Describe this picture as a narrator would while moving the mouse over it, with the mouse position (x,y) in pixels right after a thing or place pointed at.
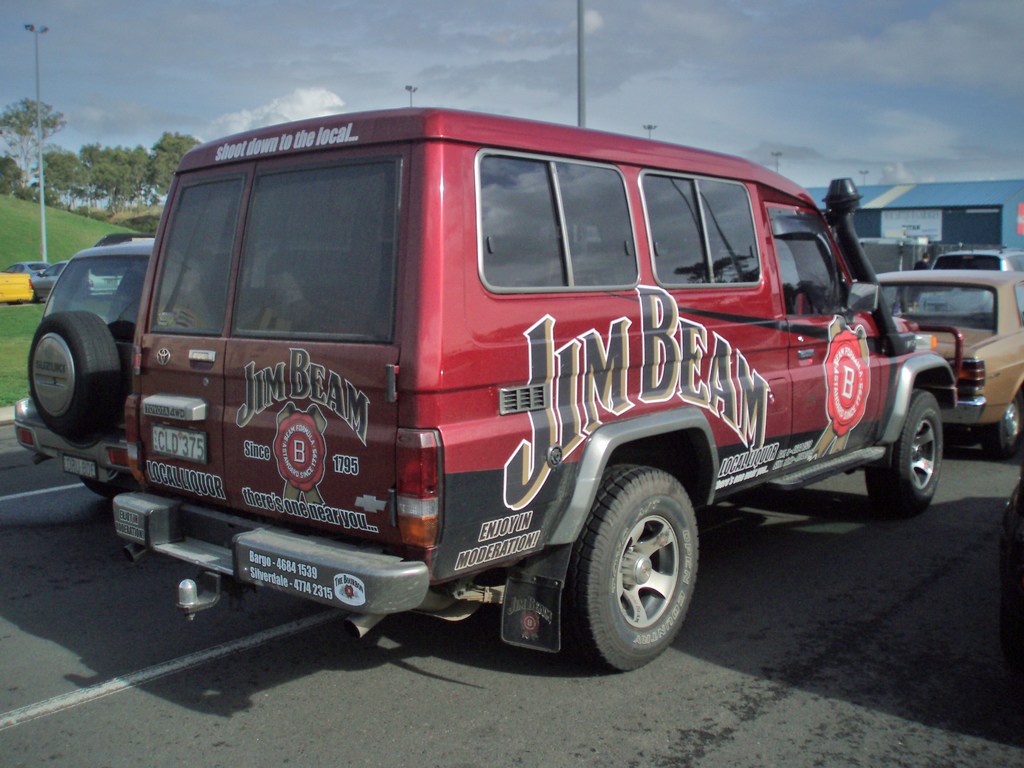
In this image we can see the vehicles (609,338) on the road (786,692). And we can see a shed (912,206) and the poles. There are trees (93,197), grass (68,221) and sky (419,53) in the background (468,56).
